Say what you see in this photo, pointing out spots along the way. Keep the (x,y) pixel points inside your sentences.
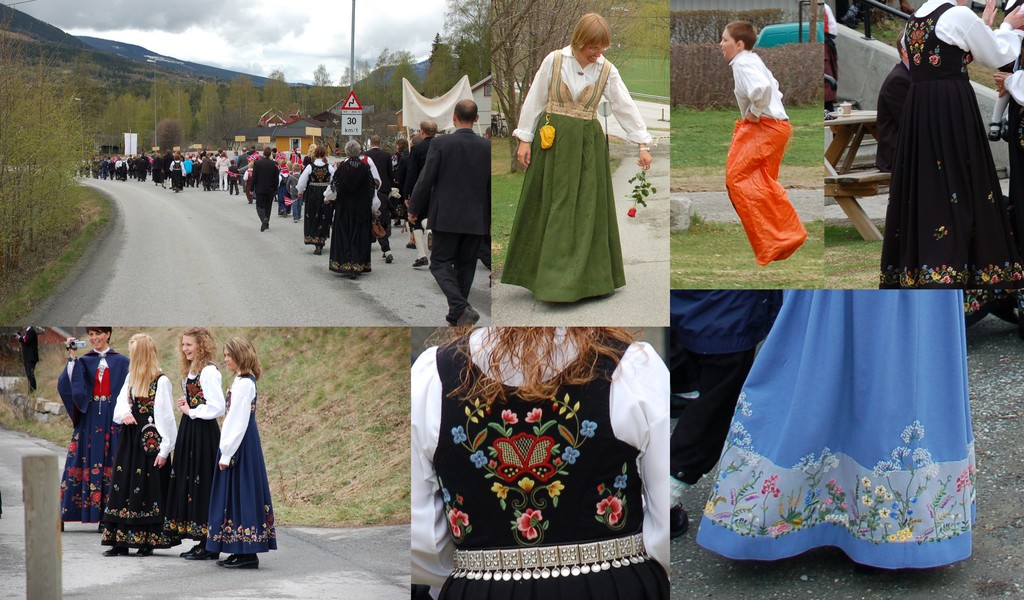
This is an edited image. This picture is the collage of seven images. In the left top (280,152), we see the people (325,165) are walking on the road (490,312). Beside them, we see buildings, a white banner (406,126) and a board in white color with some text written on it. In the background (147,140), we see the trees (42,129) and the hills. Beside that, we see a woman (608,227) is standing and she is holding a rose flower (645,165) in her hand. Behind her, we see the trees (554,12). Beside that, we see a boy (757,140) who is wearing the orange gunny bag (772,186) is jumping. Beside him, we see the girl (921,132) is standing. Beside her, we see a bench (849,162). In the right bottom (785,541), we see a cloth (817,446) in blue color. Beside that, we see a woman (613,418) is wearing the white and black dress (605,454). In the left bottom (228,439), we see four people (164,444) are standing. Behind them, we see the grass (371,419). In front of them, we see a wooden pole (56,476).
